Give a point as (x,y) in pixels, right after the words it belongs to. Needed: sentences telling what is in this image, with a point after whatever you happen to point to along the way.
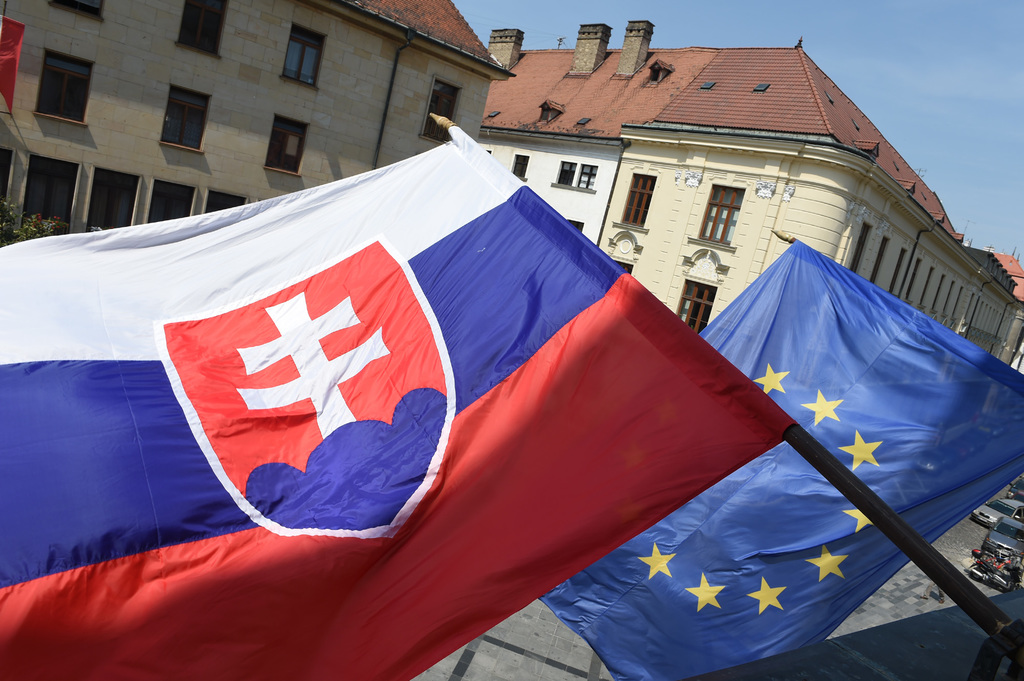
In this image we can see flags (888,379). In the background (42,46), we can see the buildings (885,259). At the top of the image (788,12), we can see the sky (1001,52). We can see vehicles (1010,525) and pavement (916,594) on the right side of the image (992,532).
